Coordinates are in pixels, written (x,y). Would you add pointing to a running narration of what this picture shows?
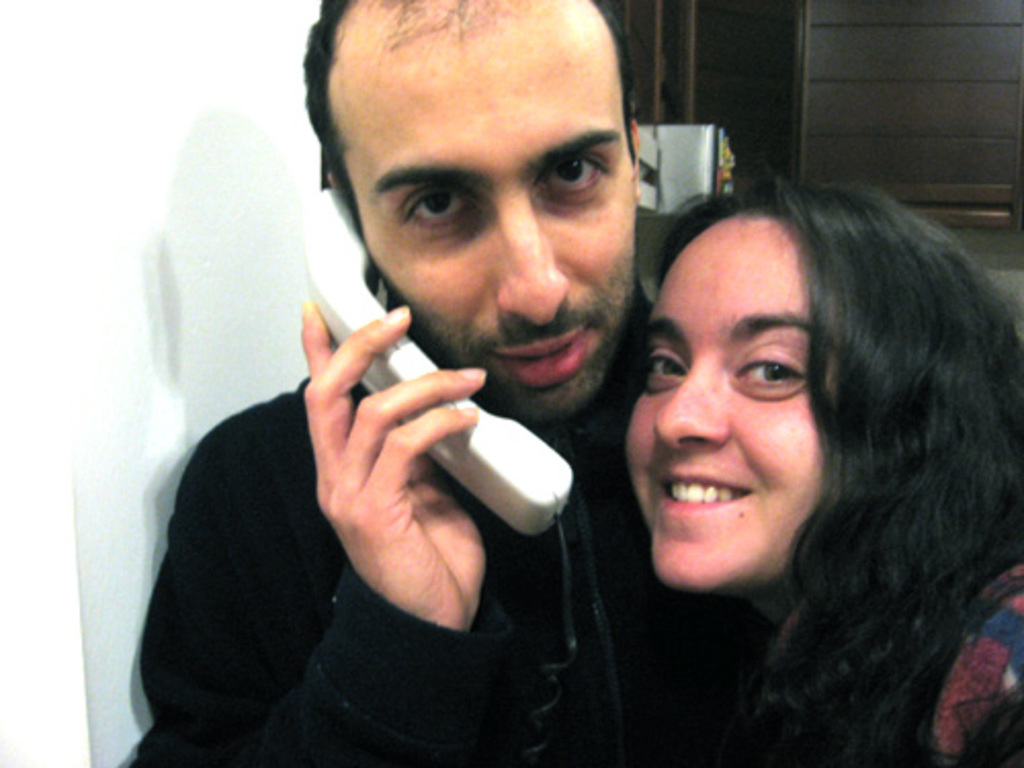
In this image we can see a person (481,257) holding a phone receiver (501,434). Beside him there is a lady (767,408). To the left side of the image (249,254) there is wall (148,114). In the background of the image (723,35) there is a wooden cupboard (781,149) with some object (689,143) in it.
